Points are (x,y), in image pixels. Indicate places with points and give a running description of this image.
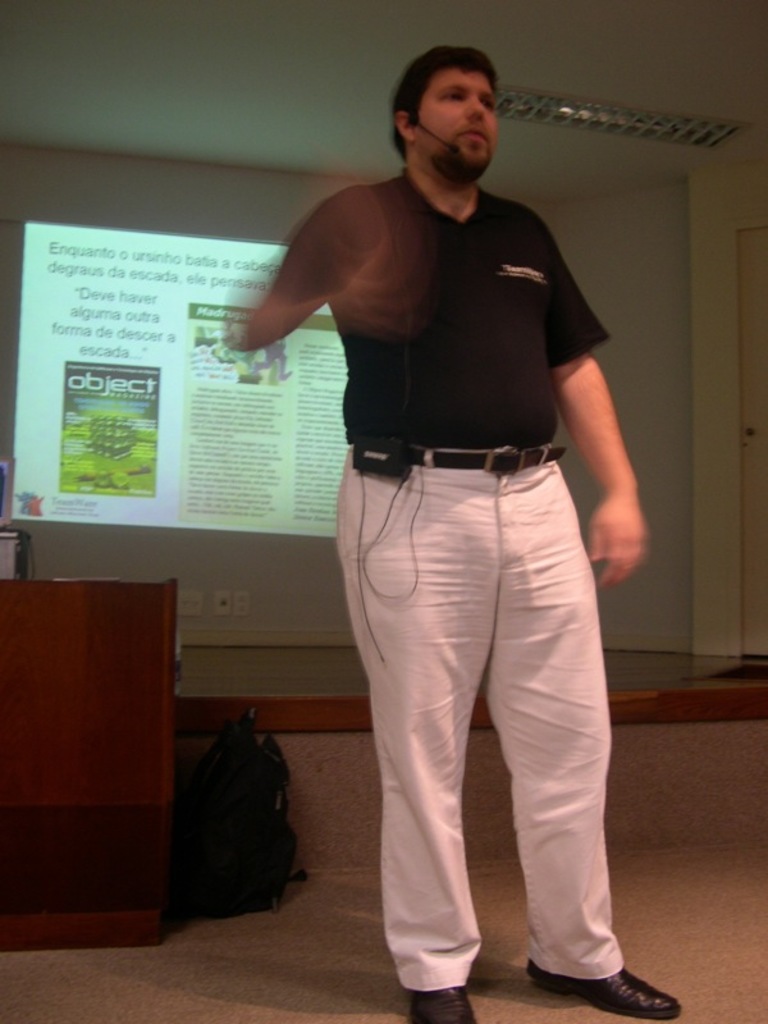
In the image there is a man (436,281) standing and giving a presentation, behind him there is a screen (28,455) and it is showing some information (226,366). The hand (276,311) of the man (282,284) is blur, he is wearing a mike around his head (464,171) and in the background (693,527) there is a wall (241,556), on the left side (110,644) there is a table (106,692) and beside the table (131,813) there is a bag (215,799).
